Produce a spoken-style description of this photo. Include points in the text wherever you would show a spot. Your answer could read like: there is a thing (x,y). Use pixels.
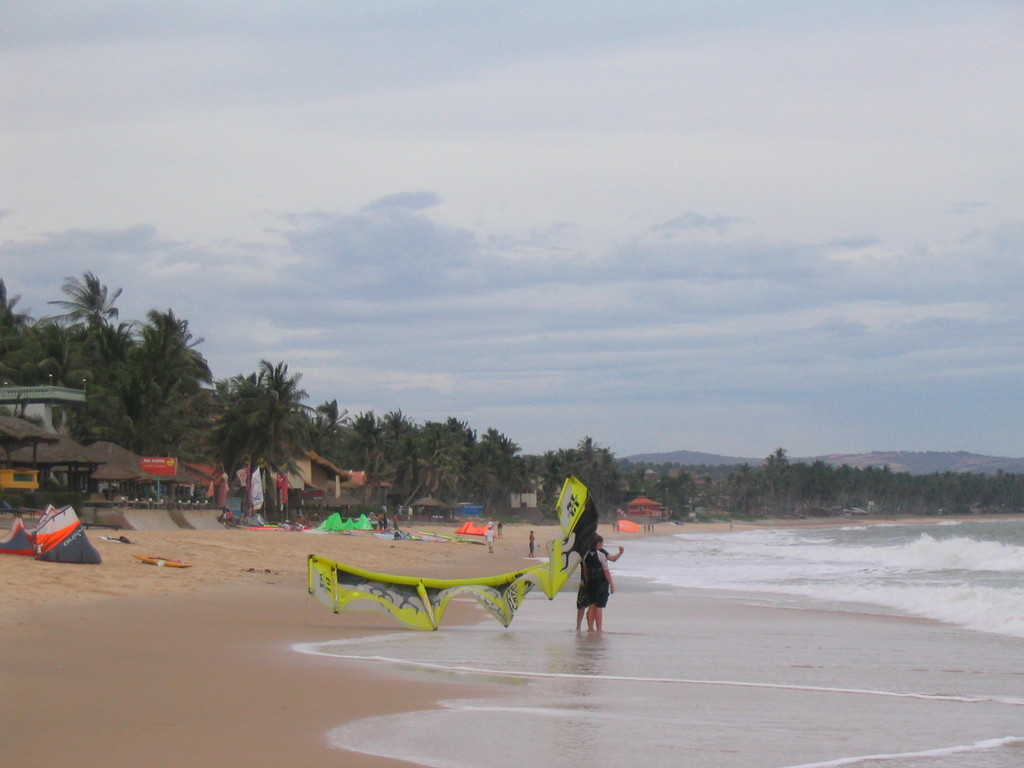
The image is taken at the beach (592,640). In the center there are people (602,571) standing and holding kites (545,583). In the background (368,558) there is a seashore (208,564) and tents (63,515) on the seashore (332,541). We can see trees (757,467), buildings (197,478) and sky (650,263). On the right (847,562) there is a sea (895,561).
